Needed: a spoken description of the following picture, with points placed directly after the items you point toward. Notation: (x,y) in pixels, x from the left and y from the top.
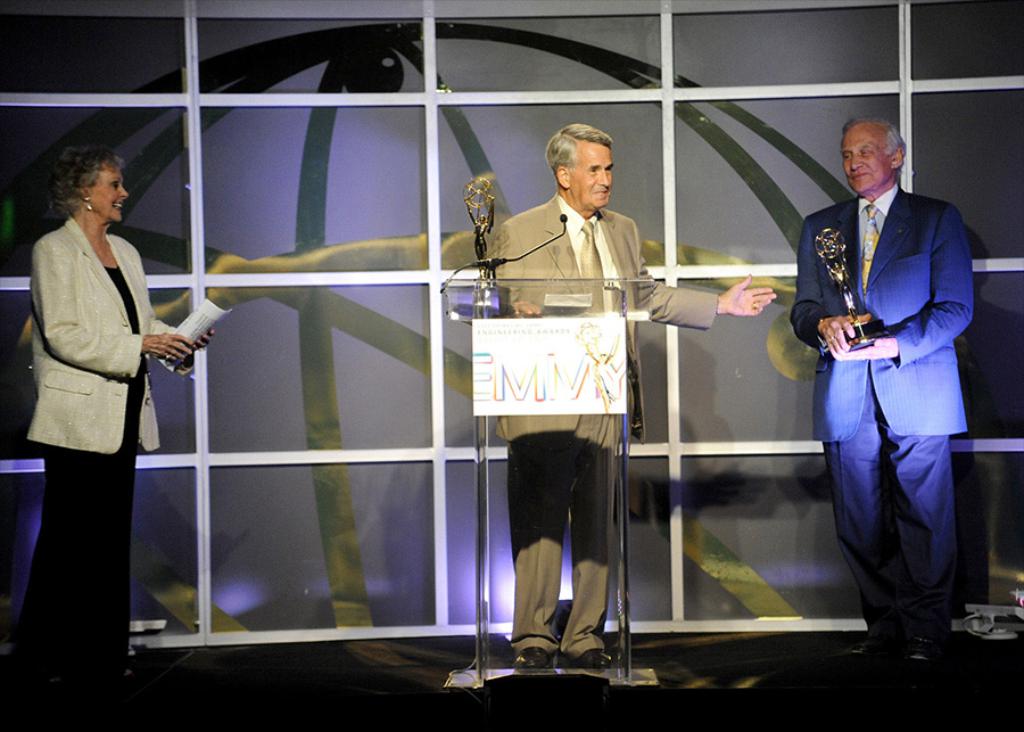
In this picture we can see three persons (935,331) are standing, a man (920,320) on the right side (832,377) is holding a trophy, there is a podium (544,455) in the middle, we can see a microphone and another trophy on the podium (544,317), there is a board (556,350) pasted on the podium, a woman (147,370) on the left side (197,311) is holding a paper (202,326).
